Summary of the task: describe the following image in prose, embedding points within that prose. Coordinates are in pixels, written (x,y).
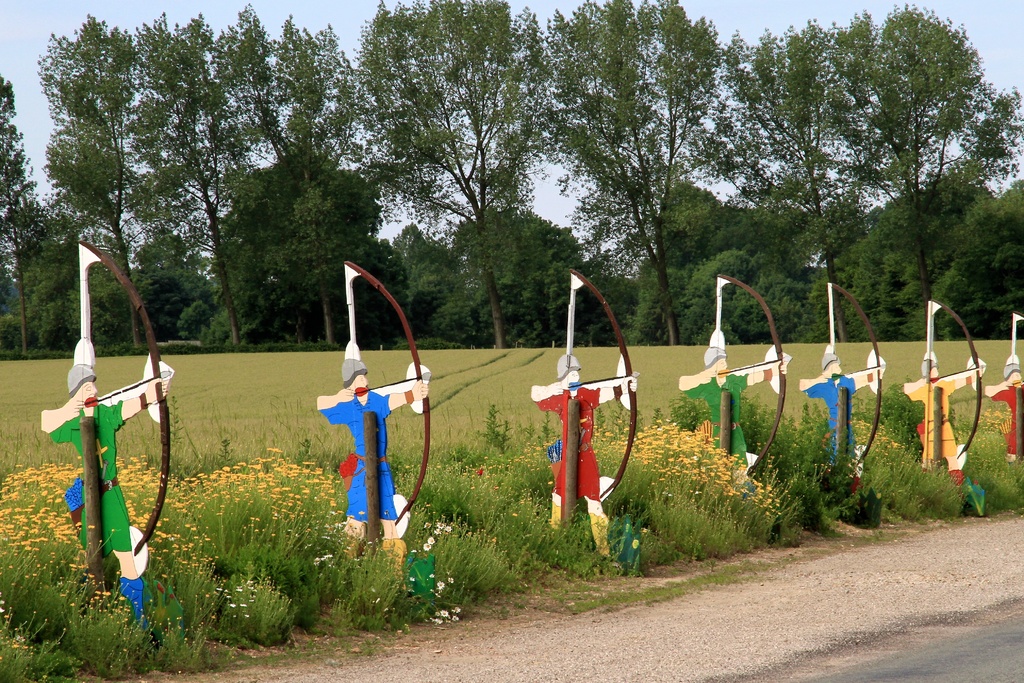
In this image I can see the boards (573,371) to the poles (376,510). The boards (331,397) which are in shape of the person (556,390). And these are in different colors. To the side I can see the plants (275,483) with yellow color flowers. In the back (415,281) there are many trees (470,222) and the sky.
